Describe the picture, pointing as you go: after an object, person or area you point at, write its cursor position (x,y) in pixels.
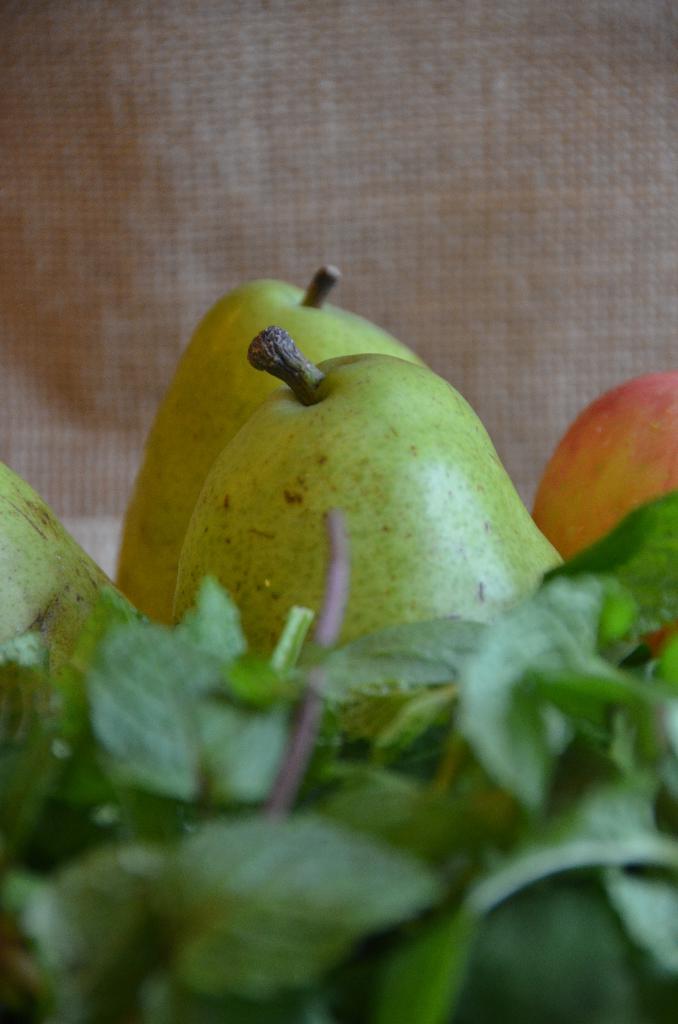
This image consists of fruits (406,577) along with leaves (332,809). In the background (437,223), it looks like a mat (332,174).
